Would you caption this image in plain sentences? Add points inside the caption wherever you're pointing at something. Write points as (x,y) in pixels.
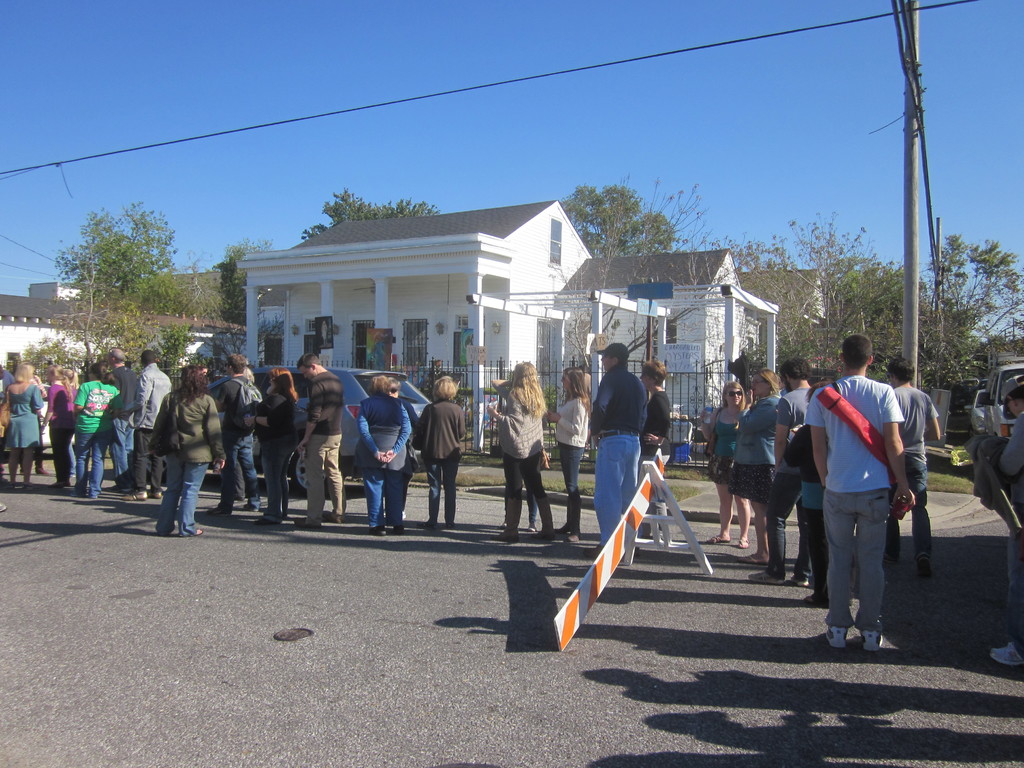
In this image I can see in the middle (583,380) a group of people (576,498) are standing on the road (368,547). At the back side (434,347) there are houses (446,337) and trees (234,352), at the top (515,47) it is the sky (515,47). There is a vehicle (303,405) in the middle of an image (345,394).
